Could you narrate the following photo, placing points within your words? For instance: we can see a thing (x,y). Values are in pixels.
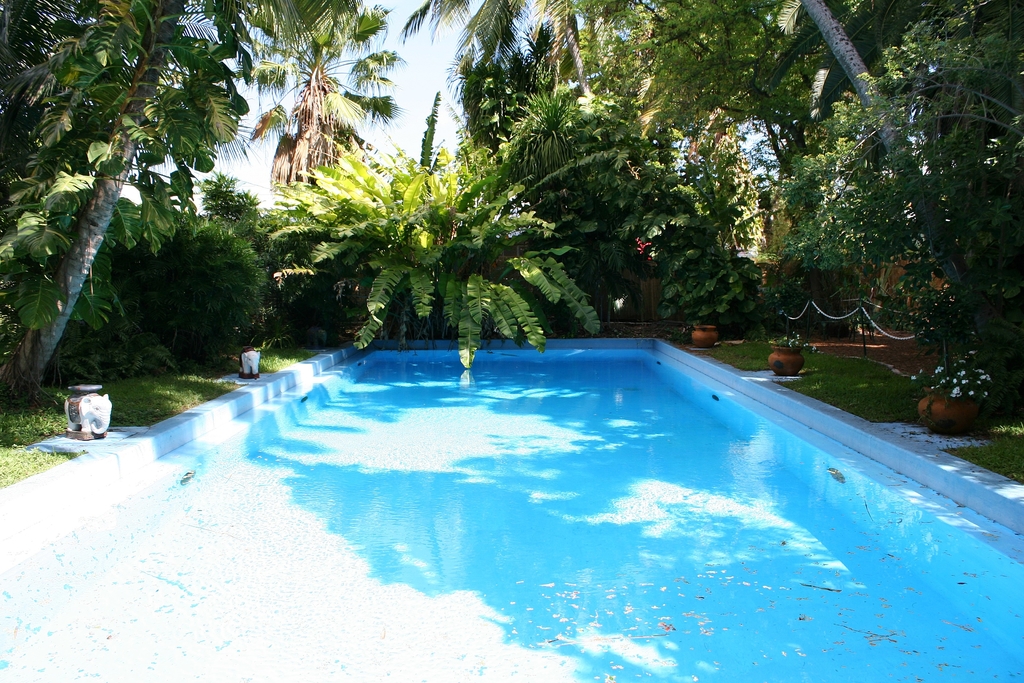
In this image we can see a swimming pool (505,487), there are some objects (91,405) on the left side (92,423) and potted plants (701,336) on the right side (949,418), there are few trees (910,322) and the sky (426,68) in the background (390,117).
